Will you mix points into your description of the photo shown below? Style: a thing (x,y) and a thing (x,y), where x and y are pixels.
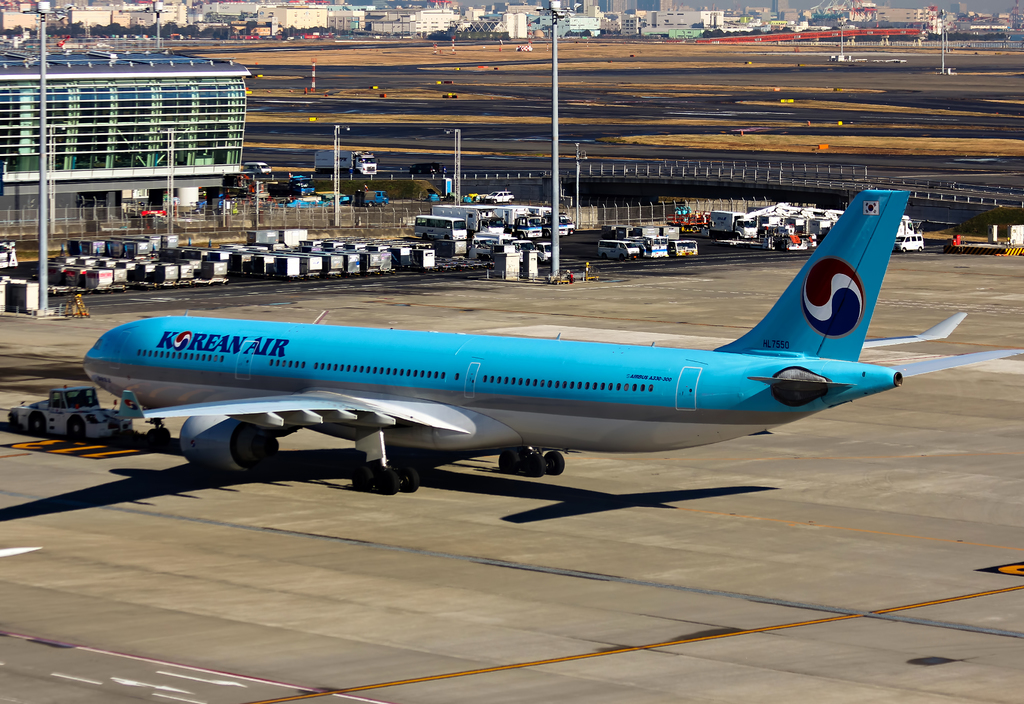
This image consists of a plane (353,426) in blue color. At the bottom (396,630), there is a road (342,632). In the background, there are many vehicles (647,242). To the left (18,213), there is a building (71,81).
